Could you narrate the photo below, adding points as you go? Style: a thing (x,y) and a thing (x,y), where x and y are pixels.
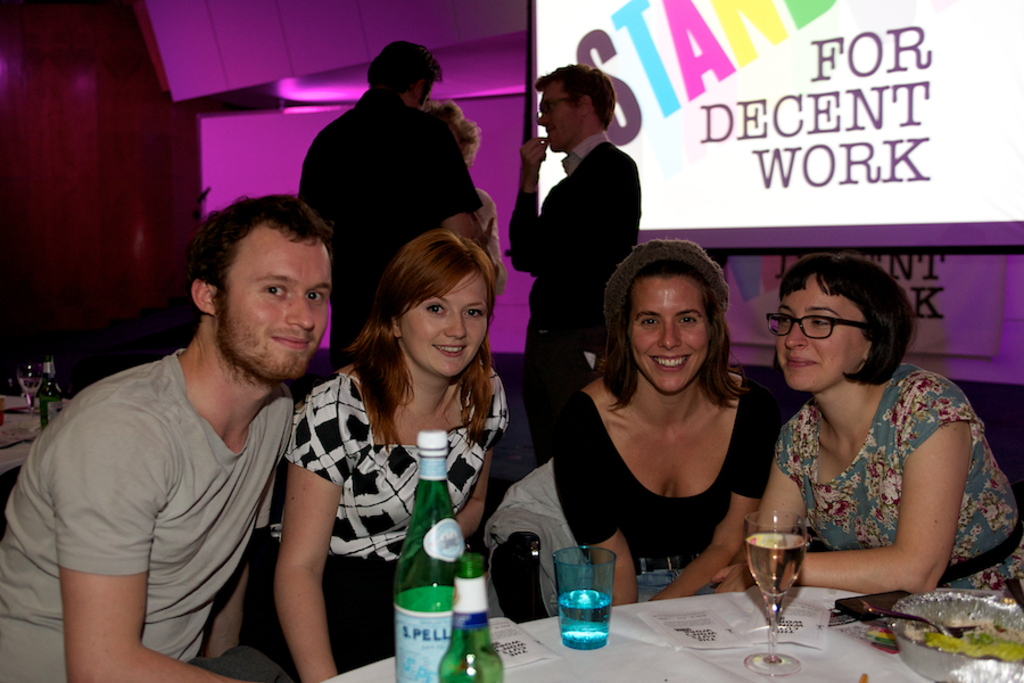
In this image i can see 3 women (616,359) and a man (208,503) sitting on chairs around a table (543,660), on the table (616,635) I can see two glasses (575,621), two Bottles (460,591), a mobile (855,611) and a bowl (940,665) with a food item (965,645) in it. In the background (603,369) i can see few persons (565,296) standing, the wall (146,127) and the screen (703,119).
